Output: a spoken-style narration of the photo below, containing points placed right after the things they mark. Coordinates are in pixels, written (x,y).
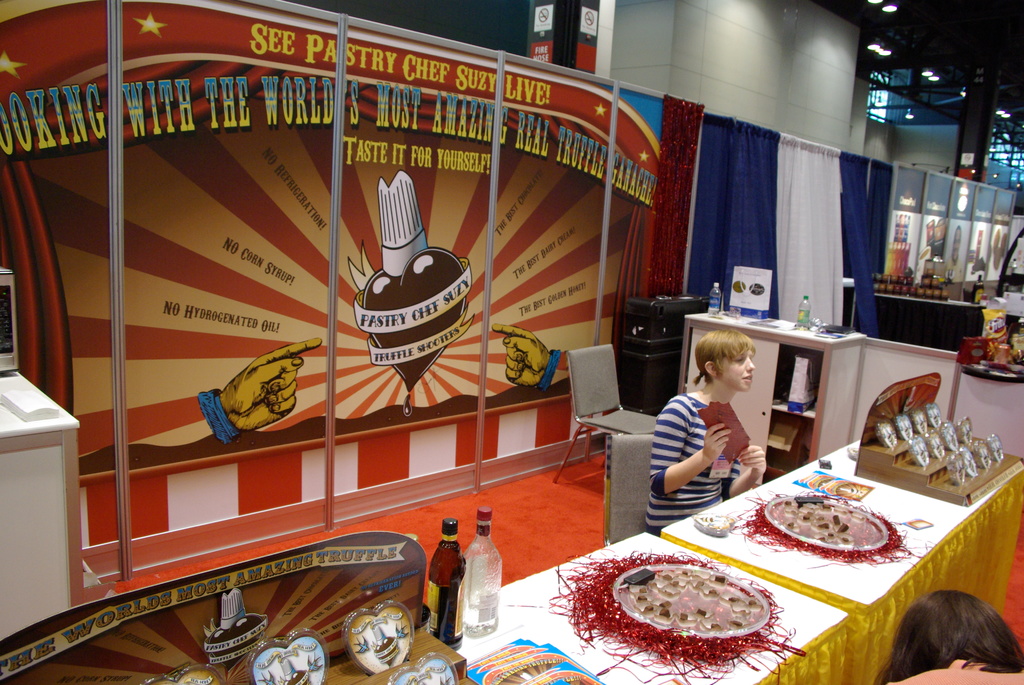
In this image there is a person (684,433) sitting on chair (618,492), in front of person (672,446) there is table (529,595), on that table (502,603) there are bottles (485,603) and food items (664,582), beside the person (707,358) there is cupboard (845,396) in that cupboard (821,445) there are bottles (807,312), in the background (635,203) there are posters (152,296).
